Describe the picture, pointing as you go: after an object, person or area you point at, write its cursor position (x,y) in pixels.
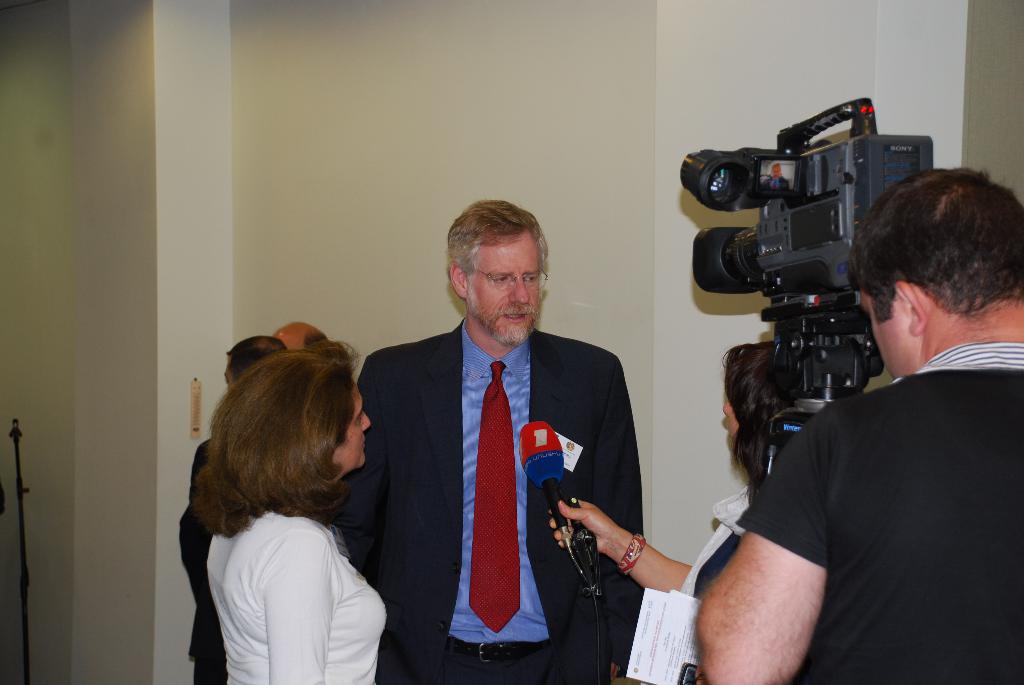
In the picture we can see a man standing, he is in black color blazer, red color tie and shirt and in front of her we can see a woman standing and holding a microphone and behind her we can see a man (906,302) standing and holding a camera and beside the man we can see two persons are standing and one woman (251,630) she is in white dress (363,641) and in the background (32,580) we can see a wall (455,304).
